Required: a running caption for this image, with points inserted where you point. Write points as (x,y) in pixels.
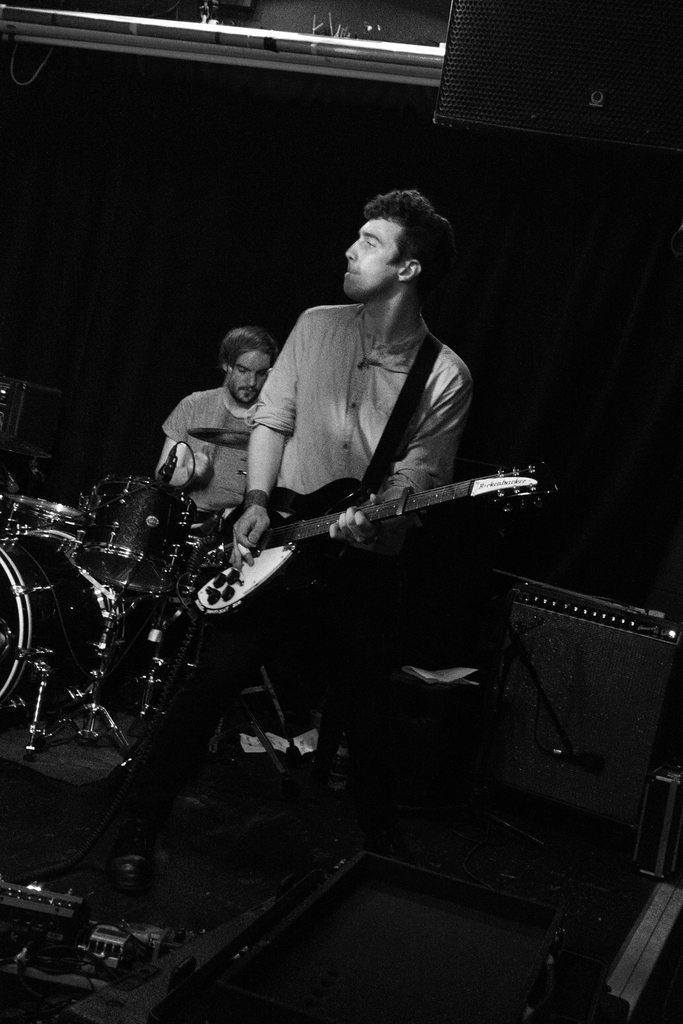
In this picture we can see a person (318,465) standing and playing a guitar (332,523) back side one person (207,419) is sitting and he is playing a drums (138,573).
